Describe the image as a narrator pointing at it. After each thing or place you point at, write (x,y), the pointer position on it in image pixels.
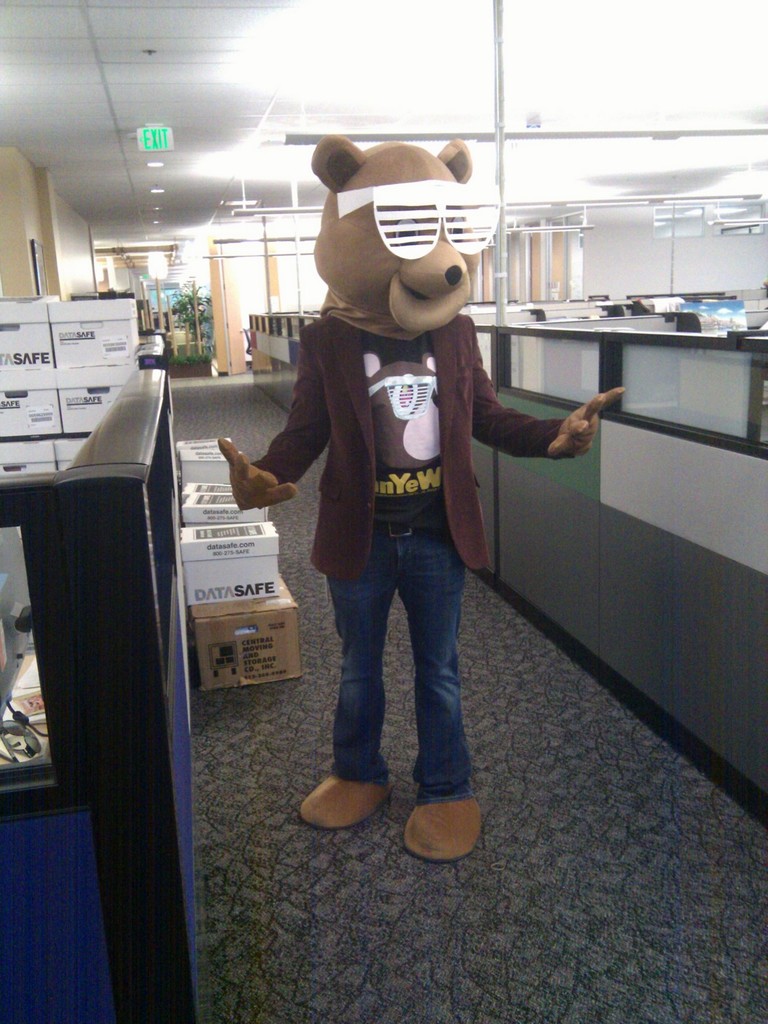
In this image we can see a person (344,398) wearing the costume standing on the floor (285,696). We can also see some cardboard boxes (237,681) which are placed one on the other, poles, plants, a signboard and a roof (69,182) with some ceiling lights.
